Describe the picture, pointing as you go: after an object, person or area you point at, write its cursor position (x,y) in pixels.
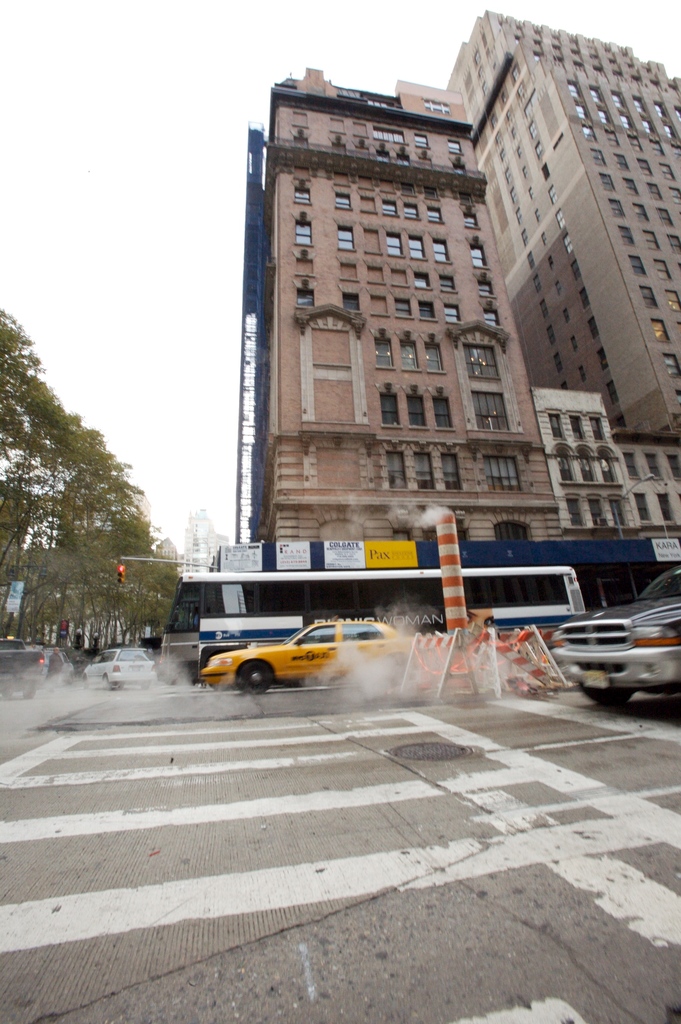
In the picture we can see the surface of the road (570,1023) with zebra lines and on it we can see a part of the car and beside it, we can see a pole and a car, bus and beside it, we can see two buildings (528,295) with windows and opposite side of it we can see some trees (107,513) and in the background (2,306) we can see the sky (457,8).
